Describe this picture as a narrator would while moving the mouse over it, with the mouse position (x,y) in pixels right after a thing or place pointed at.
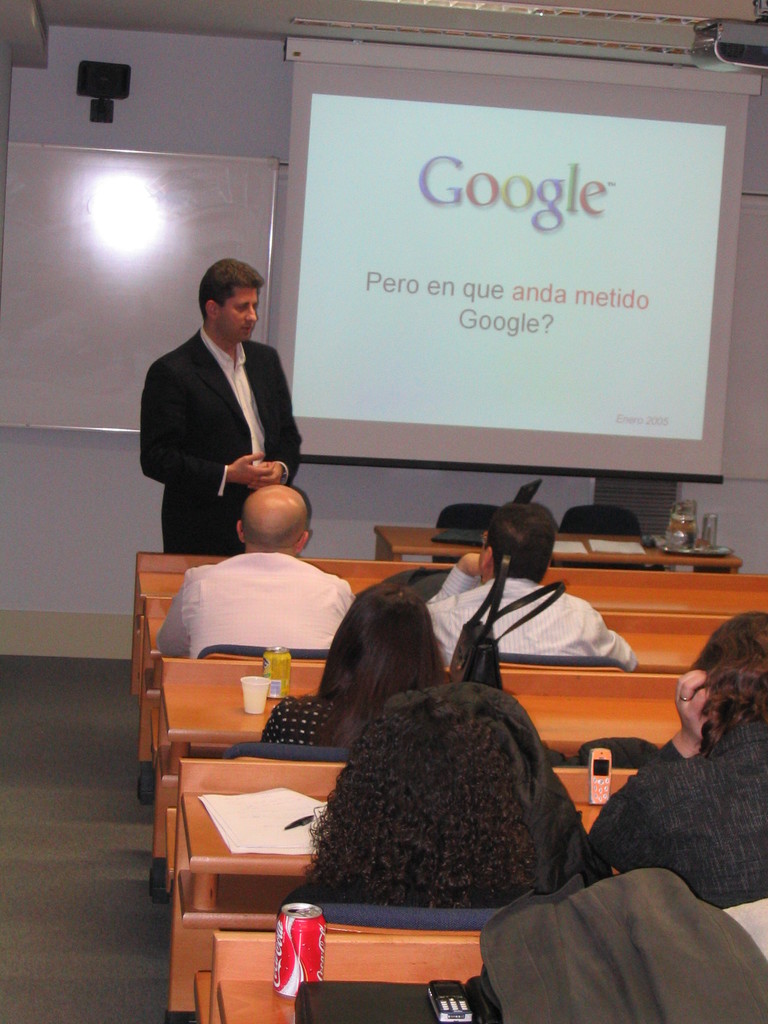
In this image I can see bench (180,779) visible on the floor (67,940) and I can see persons (340,633) sitting and at the top of the bench (233,786) I can see books (233,807), bottles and coke tins (308,942) and backpacks (469,638), in the middle (372,364) I can see the screen (560,289), in front of the screen (359,328) I can see a person (153,361) standing on the floor (21,746). In front of the screen (579,467) I can see a table (641,554), on the table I can see objects (710,526) and on the left side (112,220) I can see a white color board (54,228).
